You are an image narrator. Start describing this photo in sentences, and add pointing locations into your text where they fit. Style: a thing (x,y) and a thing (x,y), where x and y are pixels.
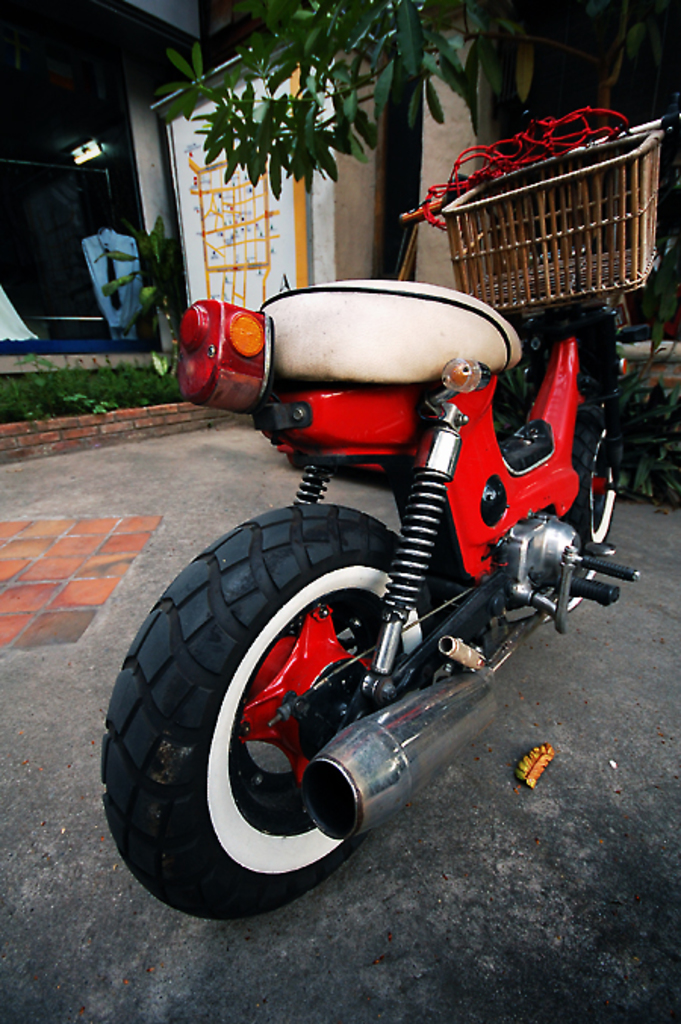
In the center of the image (437,365) there is a vehicle (255,788) on the road (169,461). In the background of the image (106,108) there is a house (103,166). There is a tree (378,76).
